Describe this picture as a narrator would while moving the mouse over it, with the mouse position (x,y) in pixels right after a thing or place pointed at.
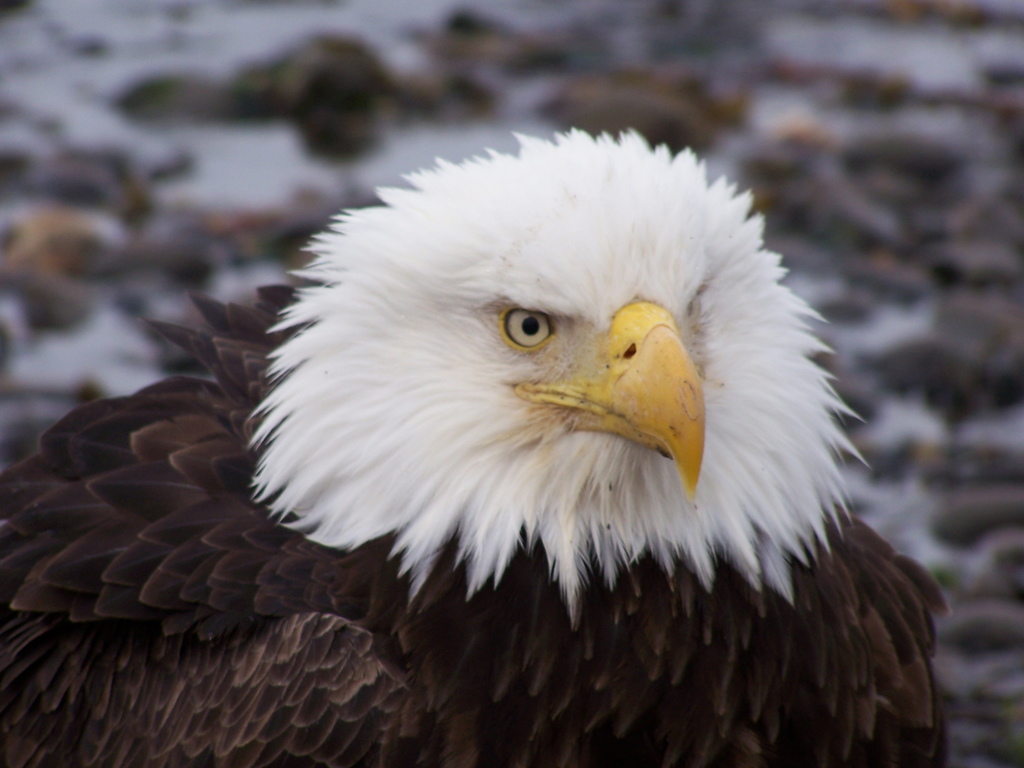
In this picture I can see an eagle (542,242), and there is blur background (850,235).
